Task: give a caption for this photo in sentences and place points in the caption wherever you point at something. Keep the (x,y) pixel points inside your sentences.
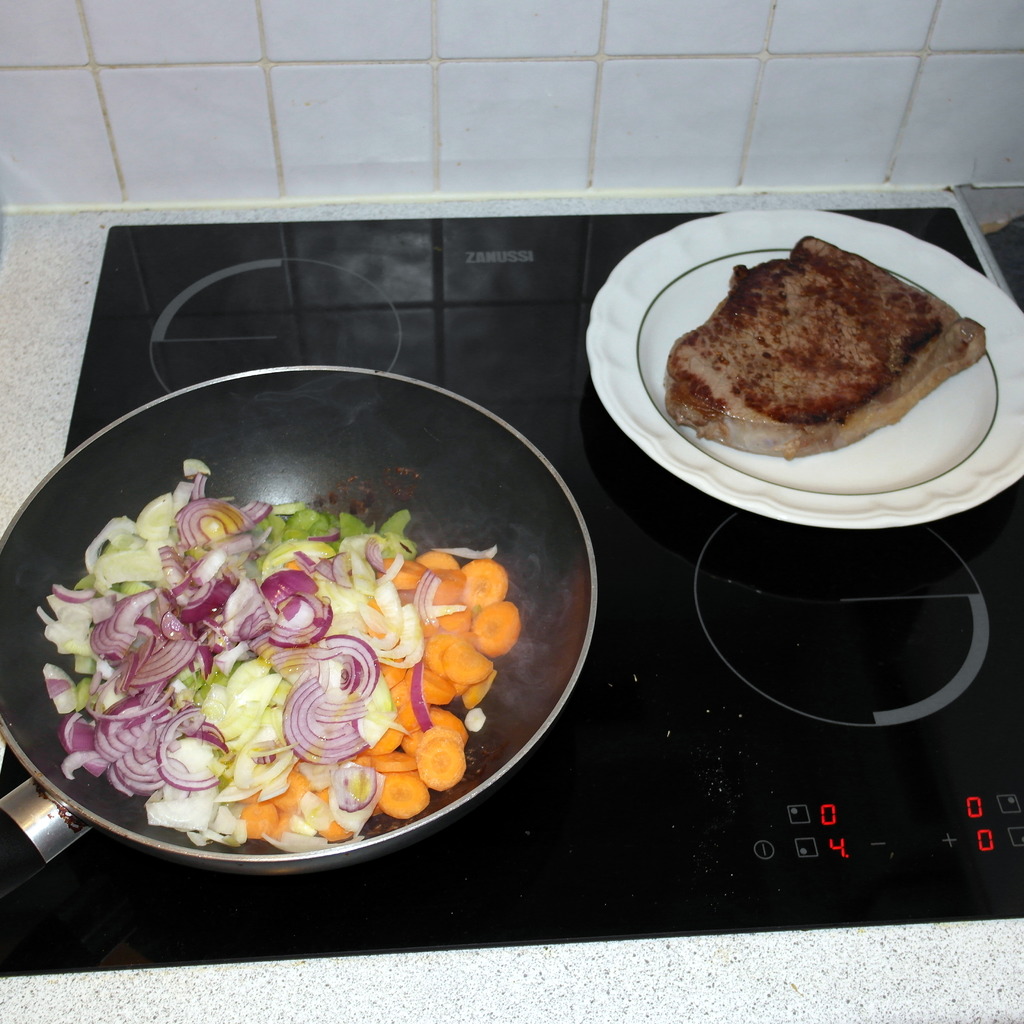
In this picture we can see a stove (945,890) on the surface (264,967). On the stove (948,719) we can see a container (557,555) which contains food (335,700) and a plate (916,489) which contains food (795,373). At the top of the image (434,63) we can see the wall (338,63).
